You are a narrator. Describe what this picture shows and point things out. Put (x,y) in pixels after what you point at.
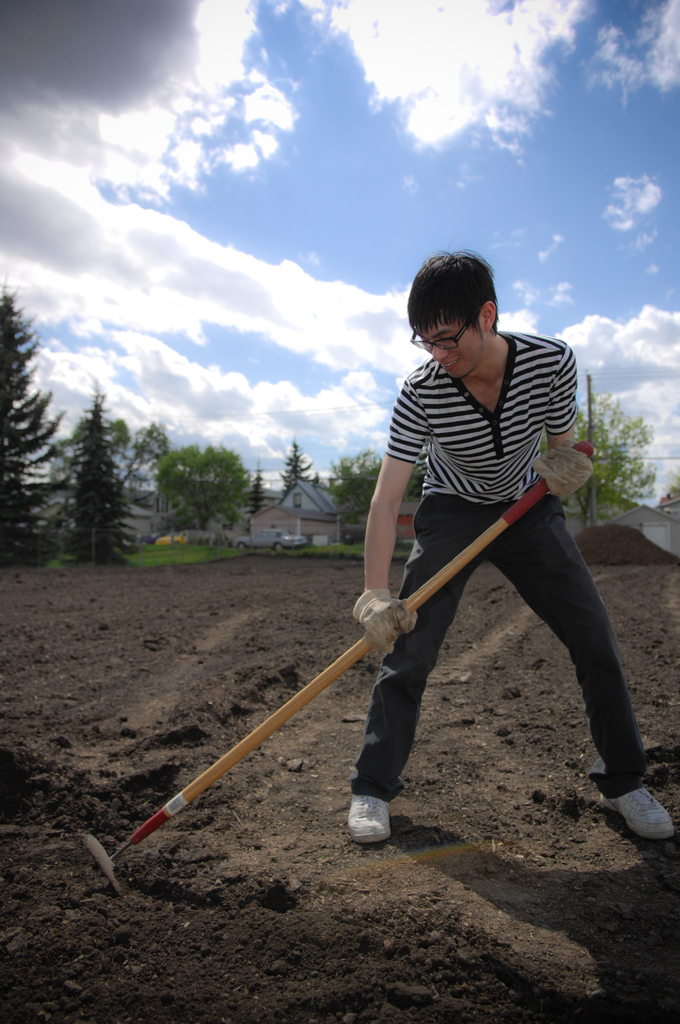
In this image there is a man (517,521) standing. He is smiling. He is wearing gloves (566,460). He is holding a stick (221,766) in his hand (546,465). Behind him there is grass (187,558) on the ground (196,559). In the background (265,529) there are houses (319,507), trees (584,500) and poles (590,424). At the top (336,131) there is the sky (291,148).
